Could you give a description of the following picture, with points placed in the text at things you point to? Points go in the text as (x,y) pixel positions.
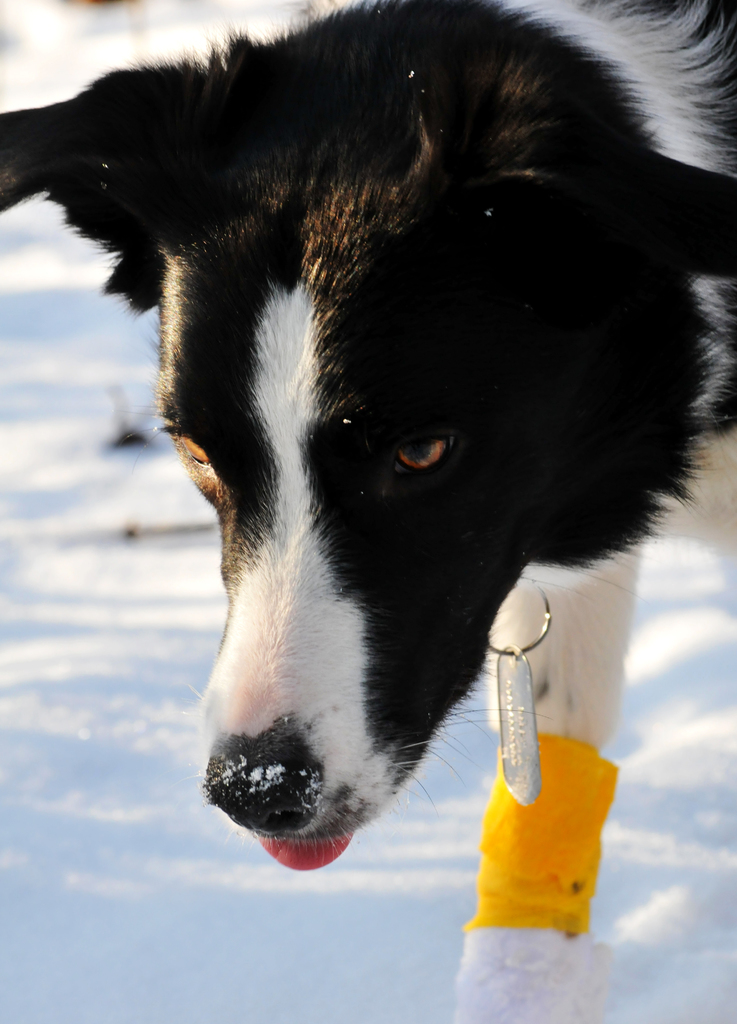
In this image there is a dog (467,979) standing on the ground (439,993). There is cloth (536,870) around its leg (533,615). There is a chain (547,614) around its neck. There is snow (89,864) on the ground (85,850). There is snow (269,777) on the nose (269,777) of the dog (248,775).
